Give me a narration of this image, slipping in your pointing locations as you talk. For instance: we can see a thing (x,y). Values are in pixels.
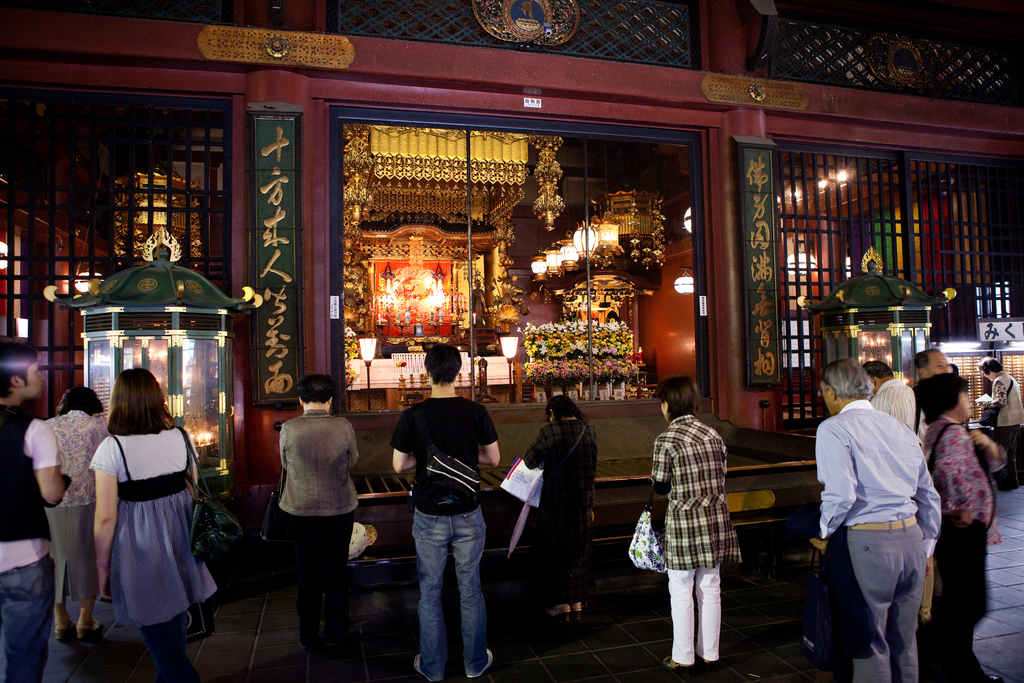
In this image we can see these people (26,568) are standing on the floor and praying. In the background (849,22), we can see lights (384,285), lamps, wooden wall (211,115) and an altar (400,252).
